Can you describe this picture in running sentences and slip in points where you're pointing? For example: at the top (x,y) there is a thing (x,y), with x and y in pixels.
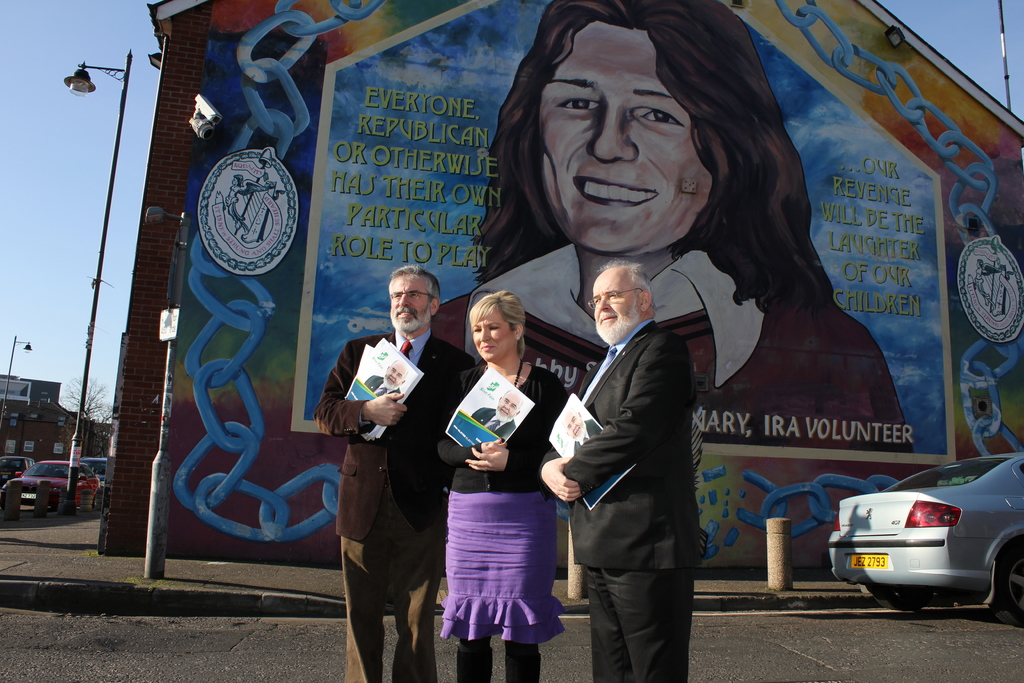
This image is taken outdoors. At the bottom of the image (166,624) there is a road (692,651). In the background (343,58) there is a wall (216,216) with a painting (475,139) of a man (689,147) and a text (887,219) on it. On the right side of the image (909,577) a car (979,581) is parked on the ground (925,616). In the middle of the image (483,316) two men (636,416) and a woman (494,458) are standing on the road (743,655) and they are holding books (448,429) in their hands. On the left side of the image (87,294) there is a sky (85,182) and there are a few poles (70,469). A few vehicles (32,481) are parked on the road (60,503) and there is a house (30,388).
